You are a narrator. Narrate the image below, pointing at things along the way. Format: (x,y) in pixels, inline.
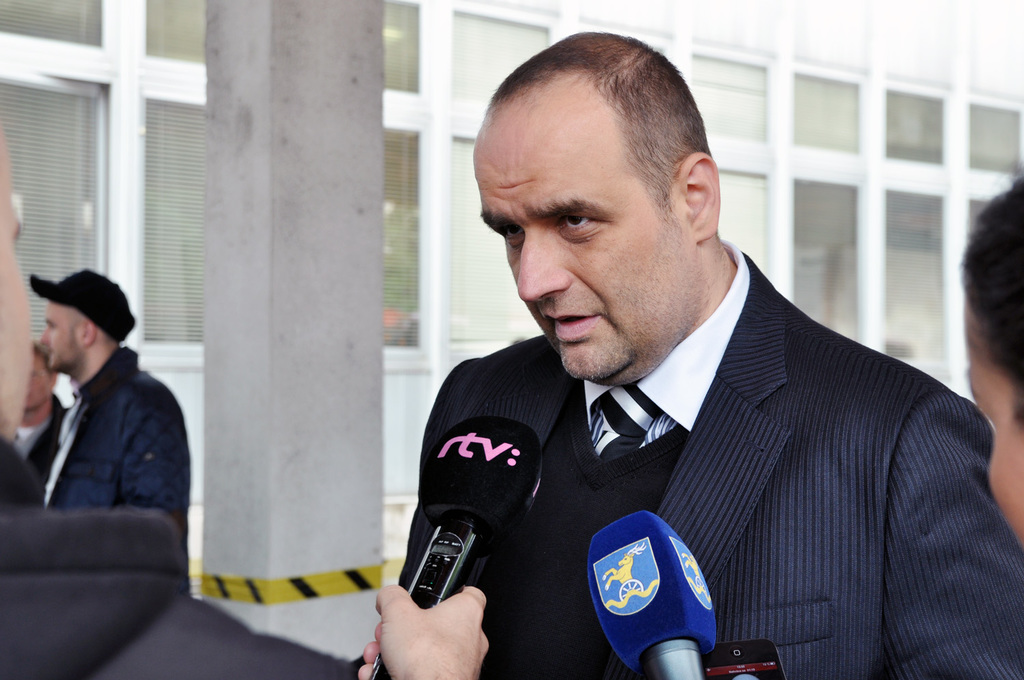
In this picture there is a person (735,261) standing and talking and in the foreground (153,670) there are two persons (140,670) standing and holding the microphones (611,620). On the left side of the image (129,498) there are two persons (115,471) standing. At the back (74,126) there is a building (427,103) and there are lights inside the building (393,105). At the back (367,5) there is a pillar (368,19) and there is a yellow sticker (310,583) on the pillar (317,498).
